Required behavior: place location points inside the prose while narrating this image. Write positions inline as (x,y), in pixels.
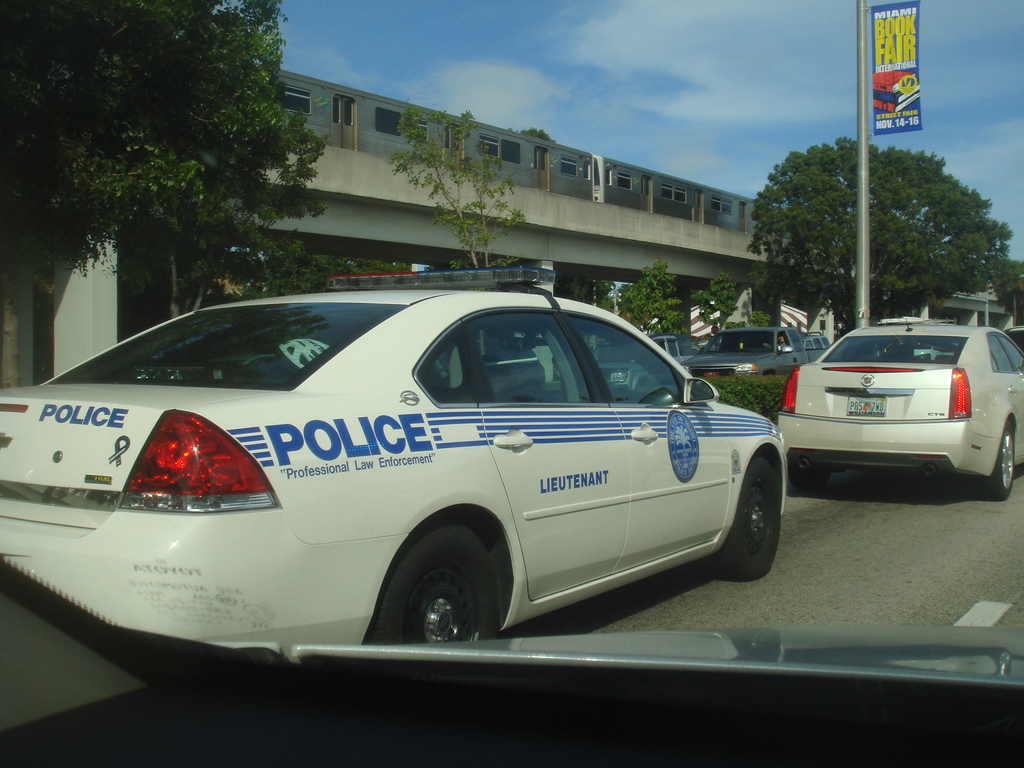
This image is clicked outside. There are trees (901,276) in the middle (575,280). There is a train (492,180) at the top (587,178). There are cars (559,303) in the middle (509,412). They are in white color. There is sky (402,76) at the top (479,17). There is a pole (865,27) on the right side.
